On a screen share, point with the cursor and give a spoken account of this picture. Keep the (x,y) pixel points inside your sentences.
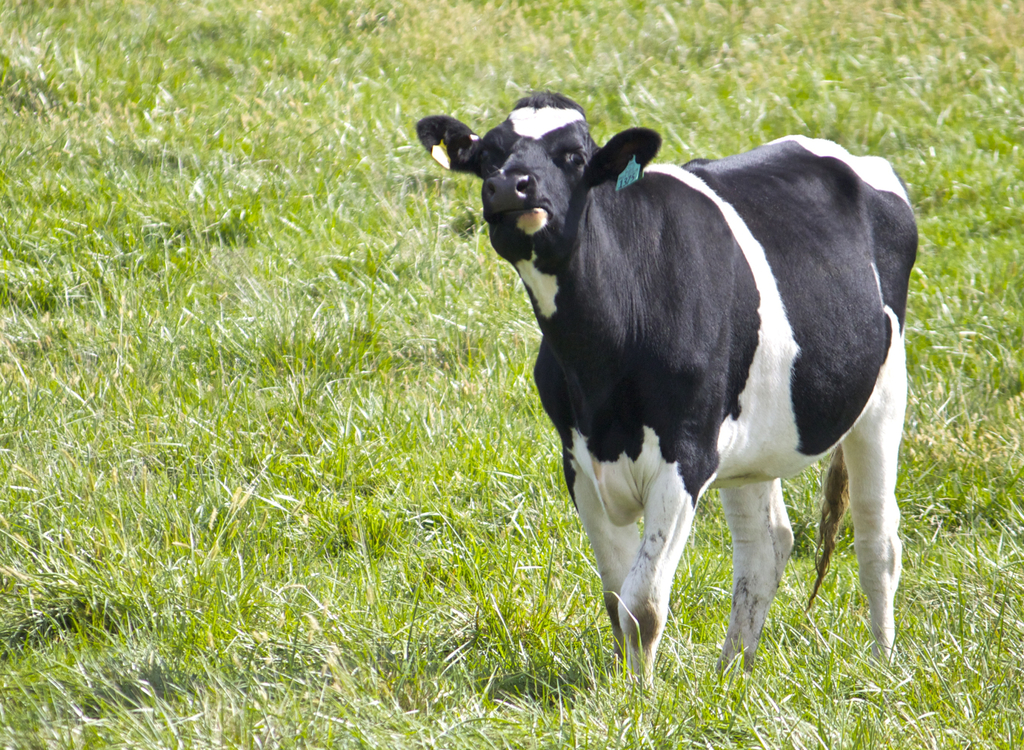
There is a black and white cow (715,332) with tags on the ears (648,146). On the ground (345,263) there is grass (666,633).
